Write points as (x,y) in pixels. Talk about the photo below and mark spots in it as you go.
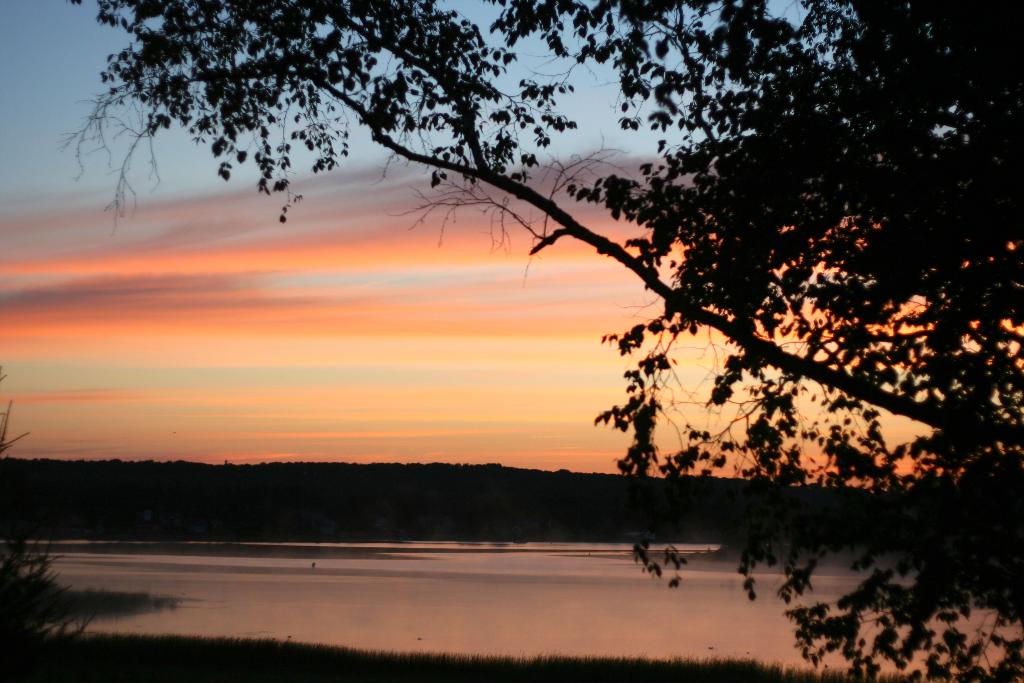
Here in the front (478,141) we can see a tree (704,211) present over there and on the ground (412,652) we can see grass (46,660) covered all over there and we can see water (263,577) present in the river (457,586) all over there and in the far we can see hills (107,496) present and we can see clouds (276,260) in sky (301,241).
